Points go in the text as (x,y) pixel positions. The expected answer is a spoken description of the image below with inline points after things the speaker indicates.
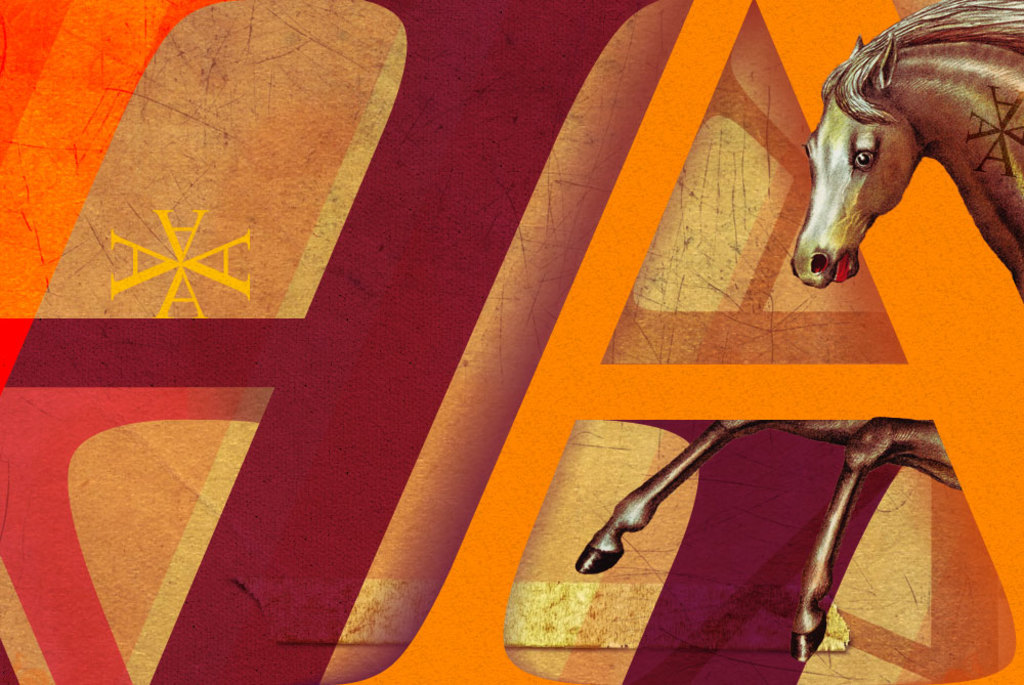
This picture is painting. On the right side of the image (1009,225) we can see a horse (986,190). On the left side of the image (203,319) we can see some text (188,250). In the background of the image (324,241) there are different colors.
